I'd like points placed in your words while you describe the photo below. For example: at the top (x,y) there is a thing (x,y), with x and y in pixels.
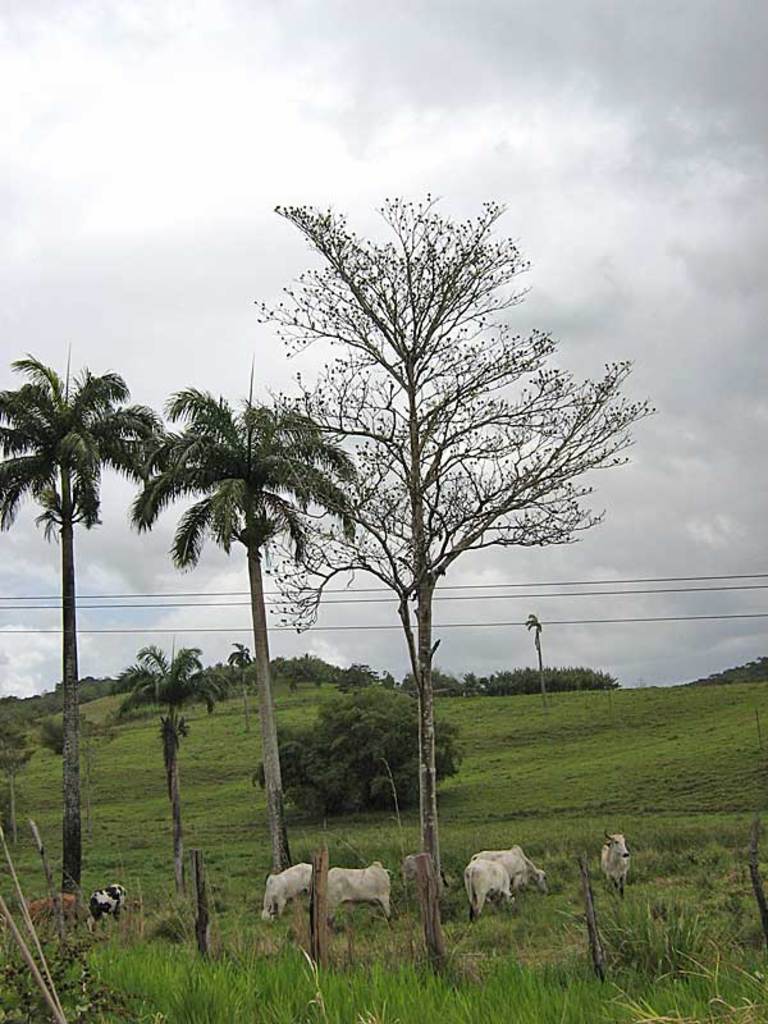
In this image in the center (335,503) there are some trees (397,771) and animals (274,890), at the bottom (521,988) there is grass (598,817). And in the background (622,748) there are some trees (333,732) and grass (622,706), and in the center of the image (268,604) there are some wires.
